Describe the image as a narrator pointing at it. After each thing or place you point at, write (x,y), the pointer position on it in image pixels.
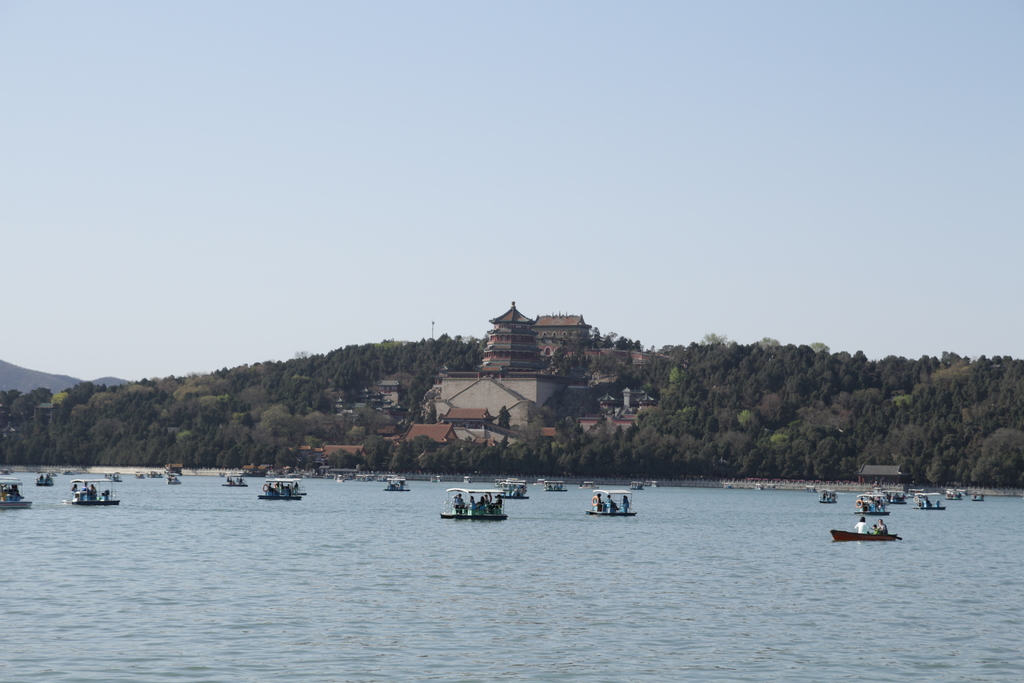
In this picture, there are many boats (886,512). The man (864,523) in white T-shirt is sailing the boat (834,533) in the water (472,573). This water (388,548) might be a river (663,534). There are many trees (612,451) and buildings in the background (354,364). At the top of the picture (430,149), we see the sky (449,197).
